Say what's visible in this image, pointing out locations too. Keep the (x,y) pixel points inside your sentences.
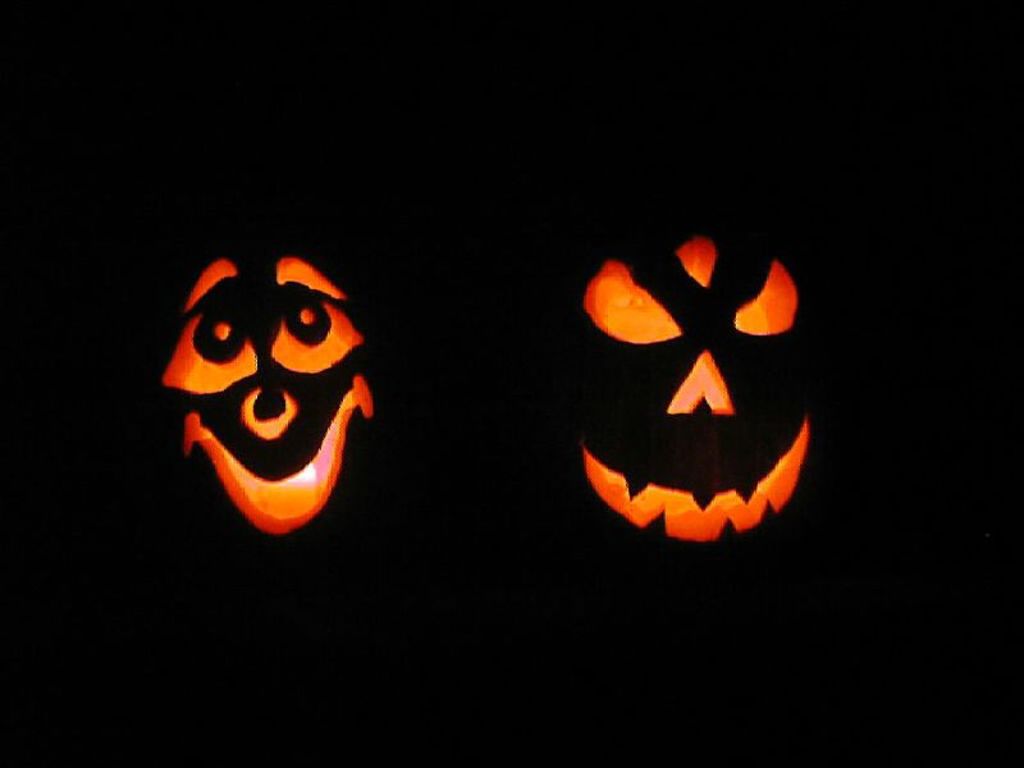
In the center of this picture (628,393) we can see the two objects (218,339) seems to be the Halloweens (199,273) and the image is very dark.
